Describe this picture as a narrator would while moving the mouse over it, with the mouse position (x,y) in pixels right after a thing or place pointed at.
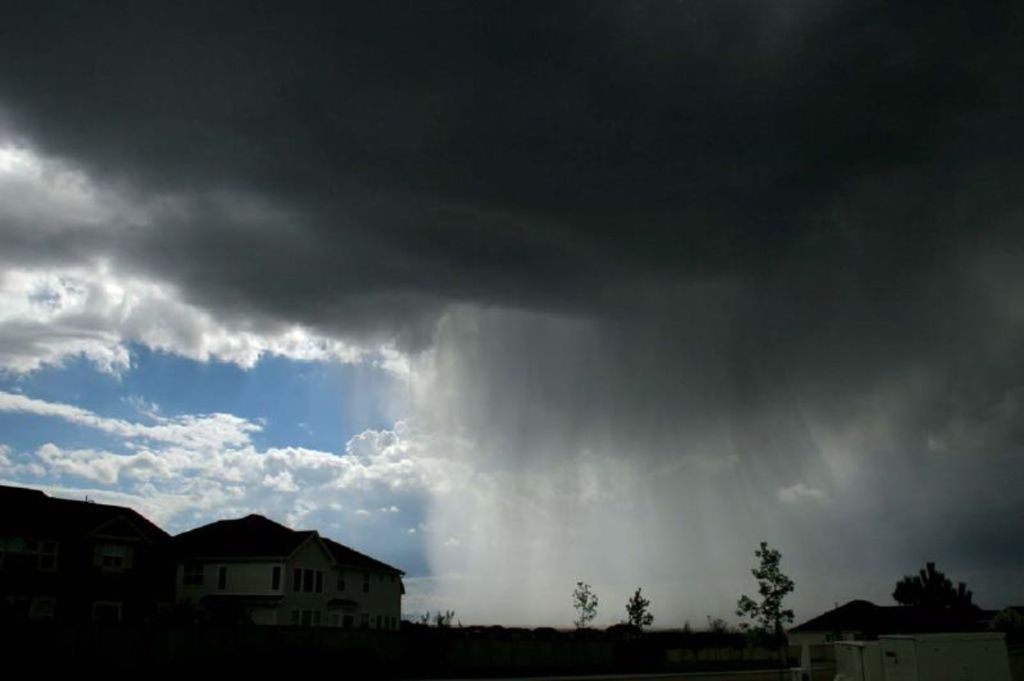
In this image, at the bottom (224,605) there are buildings (120,606), trees (746,629). In the middle (534,393) there are clouds (657,395), sky (356,379).
